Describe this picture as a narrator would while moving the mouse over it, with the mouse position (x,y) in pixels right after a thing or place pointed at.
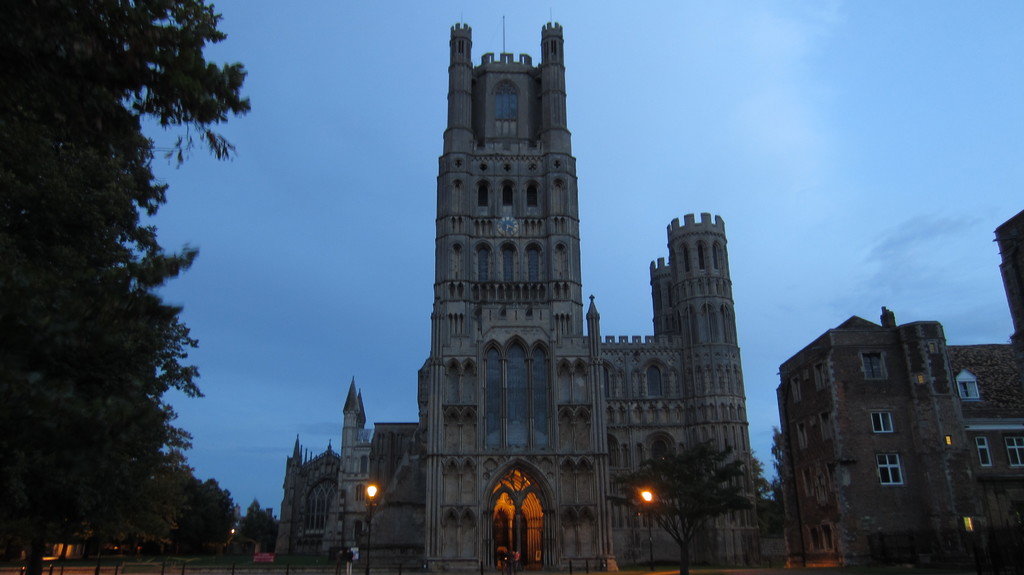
In this image I can see the buildings (630,379) with windows (532,386). In-front of the buildings (583,471) I can see the lights poles (368,529), trees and few people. To the left (40,408) I can see few more trees (87,186). In the background (329,430) I can see the sky (611,139).
